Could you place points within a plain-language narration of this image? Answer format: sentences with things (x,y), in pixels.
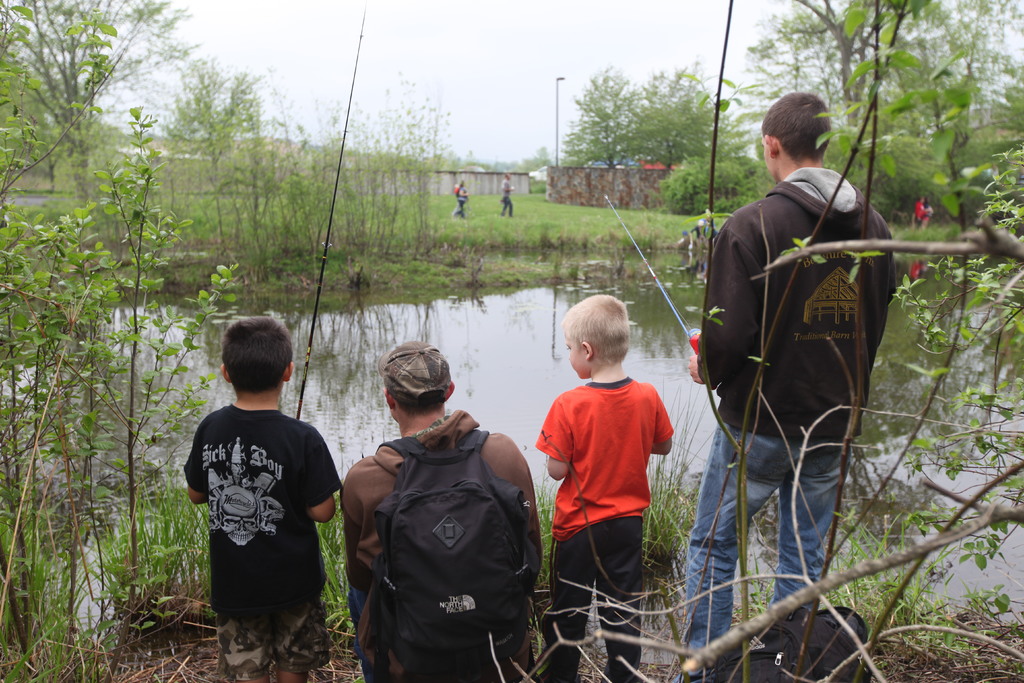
In this image we can see this child (273,596) wearing black T-shirt (236,598) and this person (837,310) wearing sweater (856,316) are holding fishing rods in their hands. Here we can see this child (565,480) wearing red T-shirt (565,494) and this person (435,367) wearing back pack (436,482) and cap (382,376). Here we can see plants (1022,218), water (371,321), these people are walking on the grass (487,222), trees (233,162), house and the sky (571,60) in the background (552,71).
